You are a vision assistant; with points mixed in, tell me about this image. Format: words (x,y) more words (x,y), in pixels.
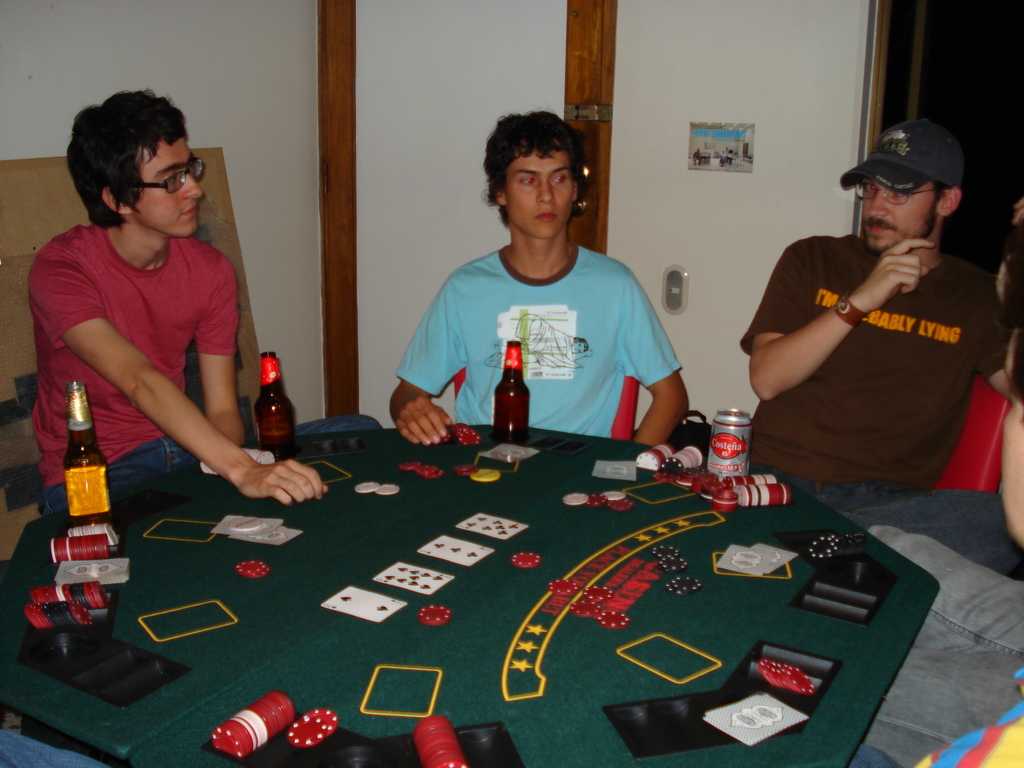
In this picture we have 4 men (938,352) sitting on chairs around a table (471,609) and on the table (176,665) we have pack of cards (363,608) and beer bottles (108,474) which are 3 in number and some drink can (726,453).
